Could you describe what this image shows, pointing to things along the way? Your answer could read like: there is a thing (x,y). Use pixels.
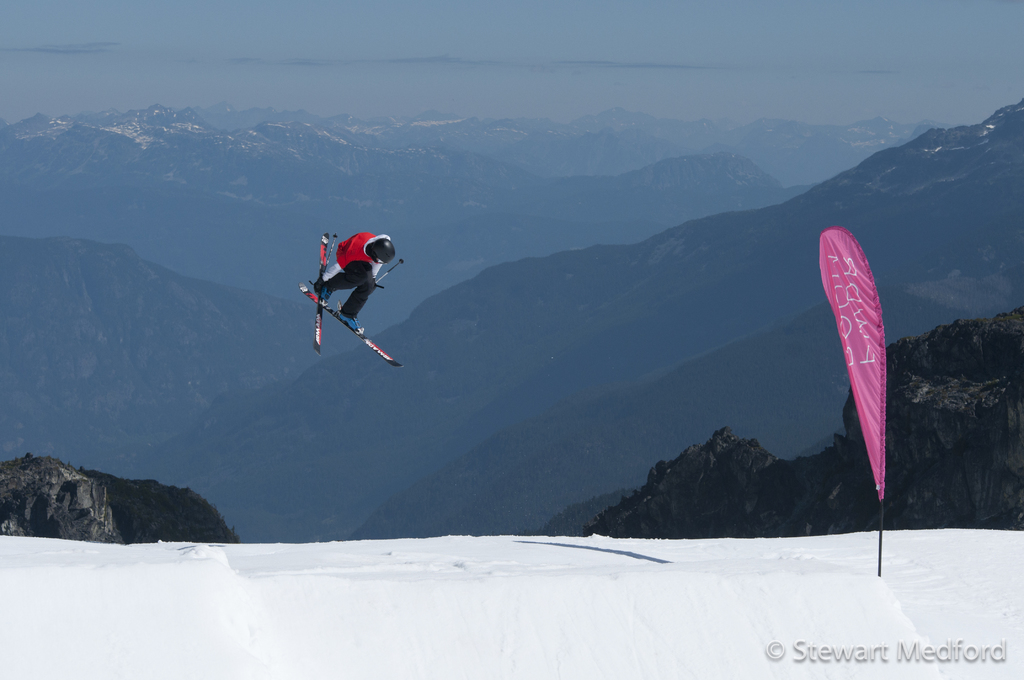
In this image a person (352,238) is flying in air. He is wearing ski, helmet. He is holding sticks (330,254) in his hand (373,282). Background (101,420) there are few hills (615,365). Top of image (620,13) there is sky (677,45). Bottom of image (848,560) there is snow (913,574) having flag (876,413) attached to the pole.
